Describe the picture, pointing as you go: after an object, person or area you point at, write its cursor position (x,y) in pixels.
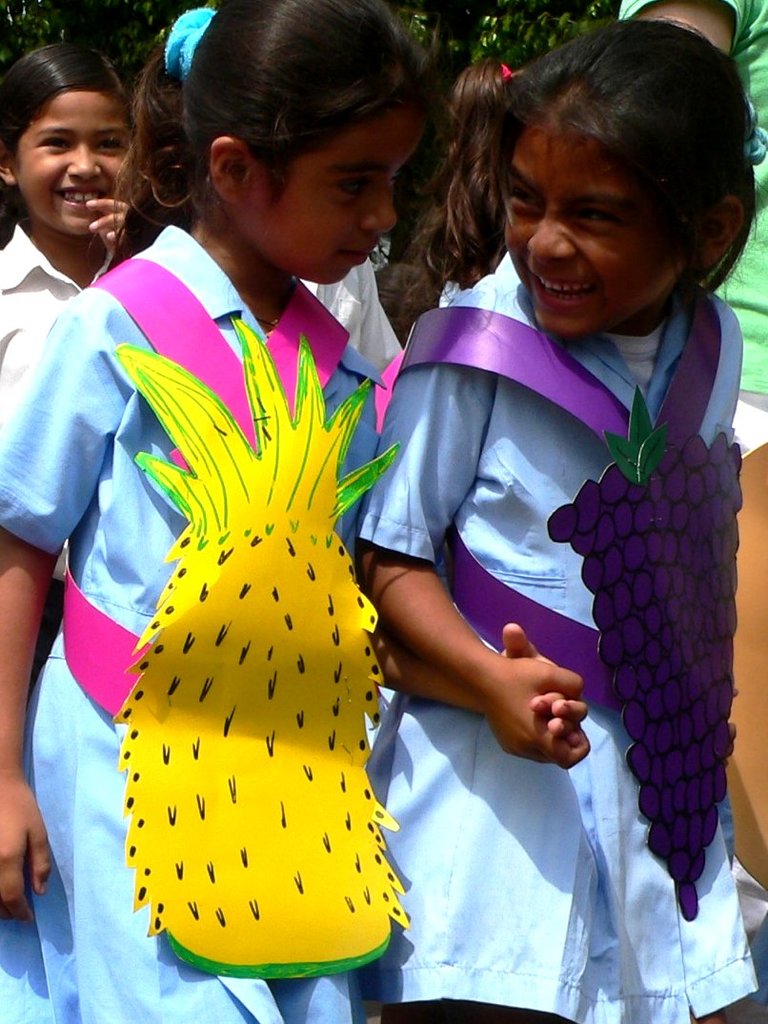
In this image there is a group of girls (347,332), there are wearing uniforms (412,553), there are fruits (304,595) made of chart (314,726), there are trees (515,42) towards the background of the image (526,42).
